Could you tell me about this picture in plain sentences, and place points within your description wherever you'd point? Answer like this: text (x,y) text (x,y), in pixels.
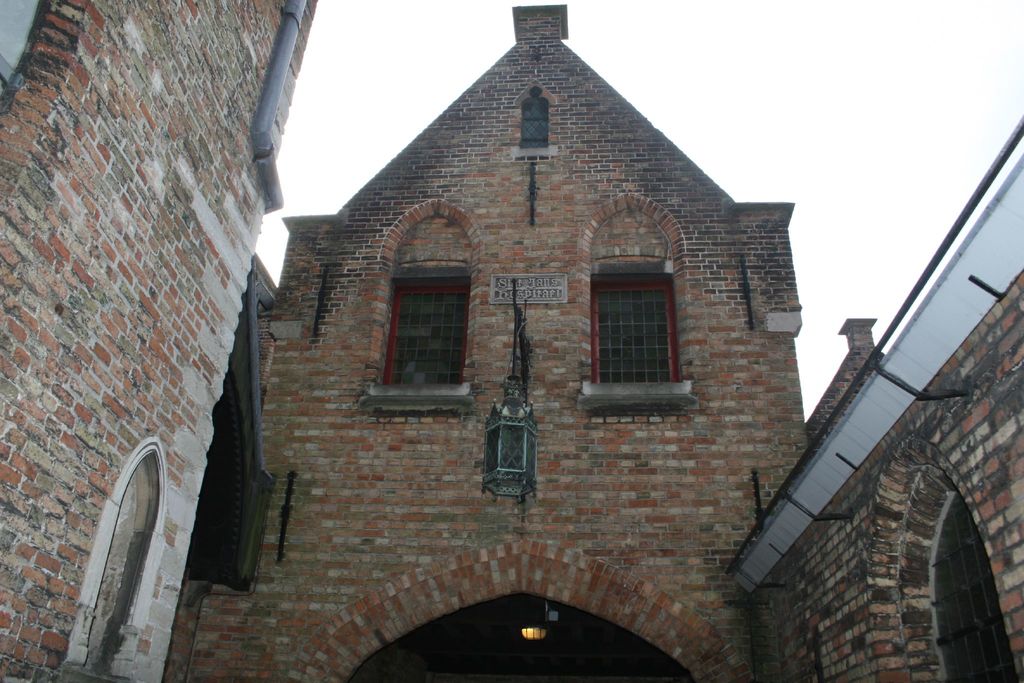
In this image, we can see brick walls (534,571), glass windows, rods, pipe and light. Here we can see an object (505,457). Background (340,84) there is the sky (683,106).
